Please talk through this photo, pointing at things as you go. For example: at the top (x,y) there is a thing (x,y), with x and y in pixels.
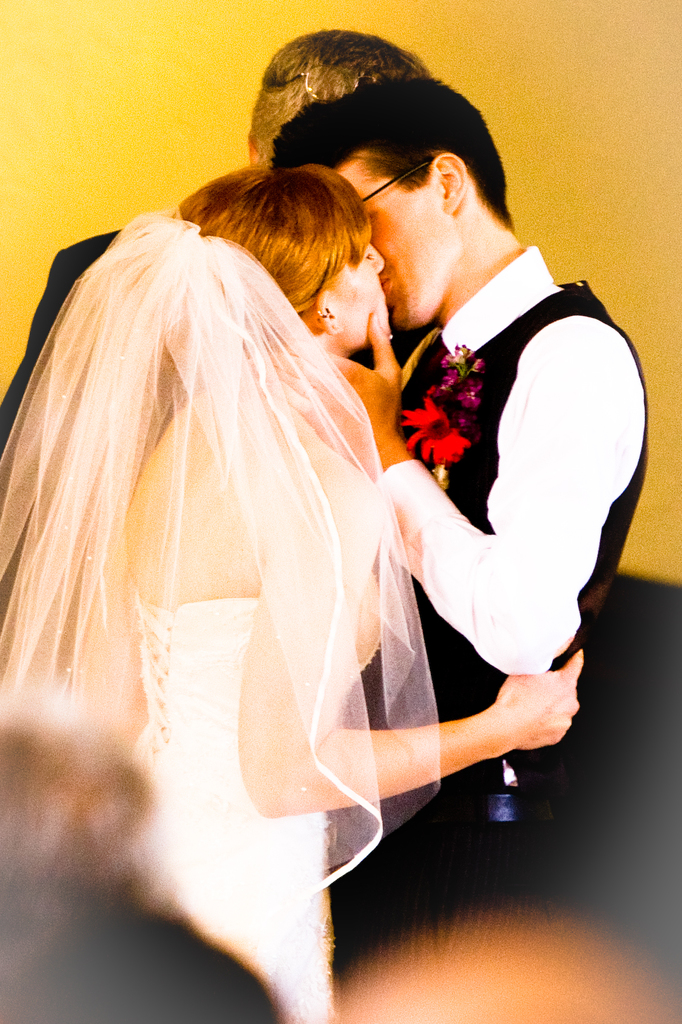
In this picture we can see a groom (455,367) wearing black color suit (485,411) and beside there is a bride (209,780) wearing white color gown (206,773) kissing each other. Behind there is a yellow background (524,115).
